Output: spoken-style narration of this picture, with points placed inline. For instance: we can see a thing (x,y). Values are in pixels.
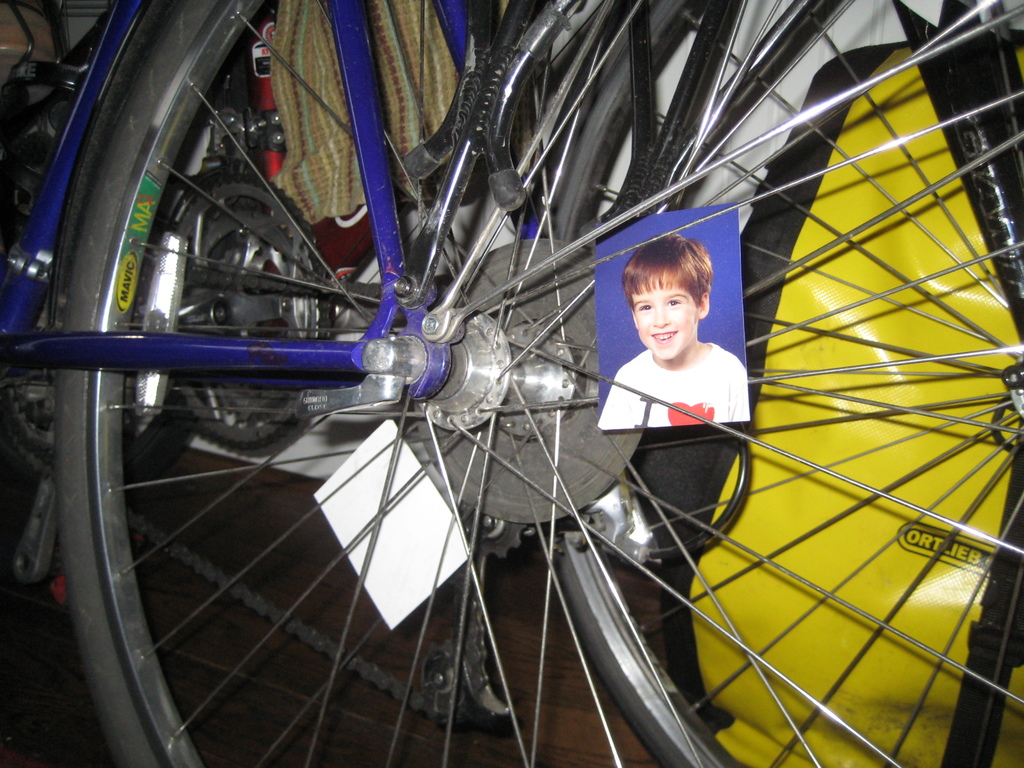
In this picture there is a bicycle wheel (514,497) with many spokes (623,549), Behind we can see the passport size photo (654,378) of a boy (650,360) with smile.
